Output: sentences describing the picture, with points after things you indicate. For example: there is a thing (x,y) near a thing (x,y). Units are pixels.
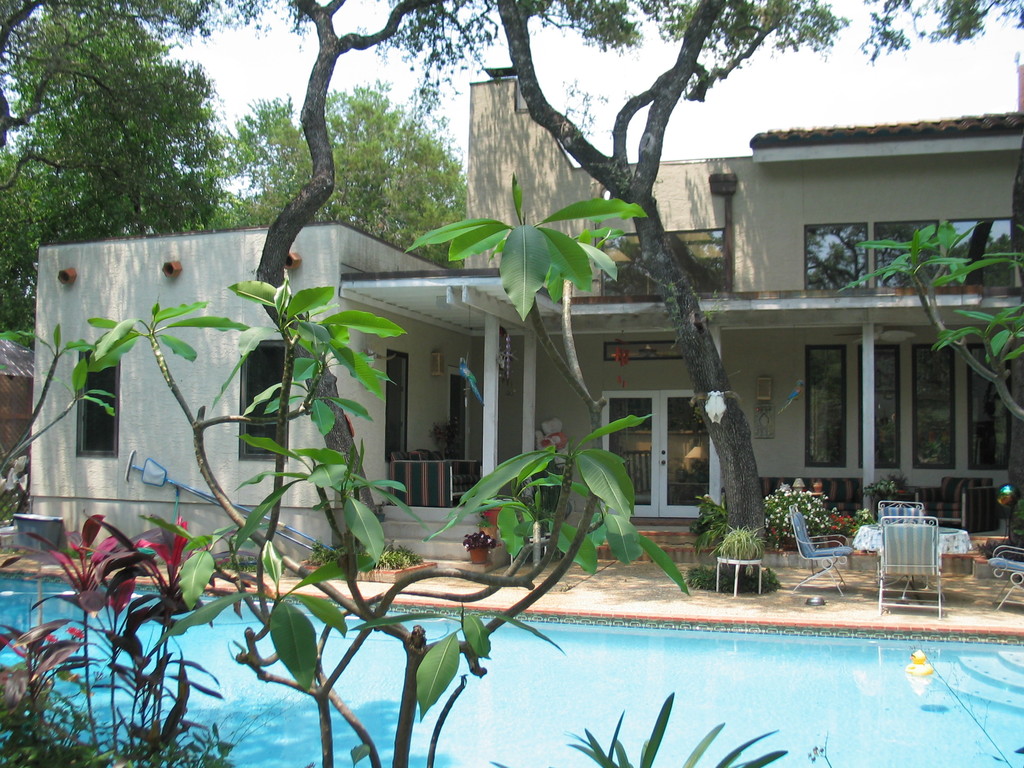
In front of the image there are plants (342,635). Behind them there is a swimming pool (605,683) with water (605,683) in it. Behind the swimming pool (260,644) on the floor (606,580) there are few things (741,561) like chairs (919,533), potted plants (731,548) and also there is a table (738,580). Behind them there is a building (864,298) with walls (839,329), glass doors (615,441), pillars (872,360), windows (882,347) and roofs (970,127). Behind the building (539,174) there are trees (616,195).
